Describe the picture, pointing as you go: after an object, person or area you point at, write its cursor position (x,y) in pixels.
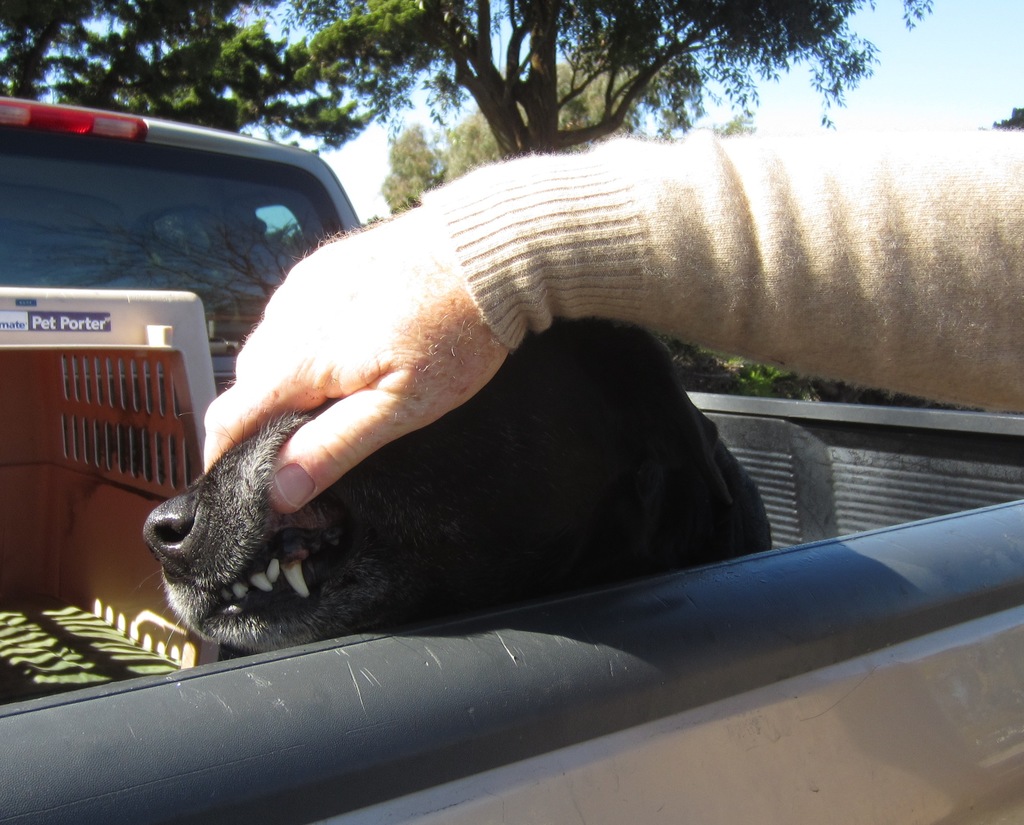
In this picture there is a person (612,231) holding the dog (614,582) and there is a dog (657,343) and there are objects (57,410) in the vehicle (932,652). At the back (98,102) there are trees (850,57). At the top (1002,44) there is sky (922,66).
